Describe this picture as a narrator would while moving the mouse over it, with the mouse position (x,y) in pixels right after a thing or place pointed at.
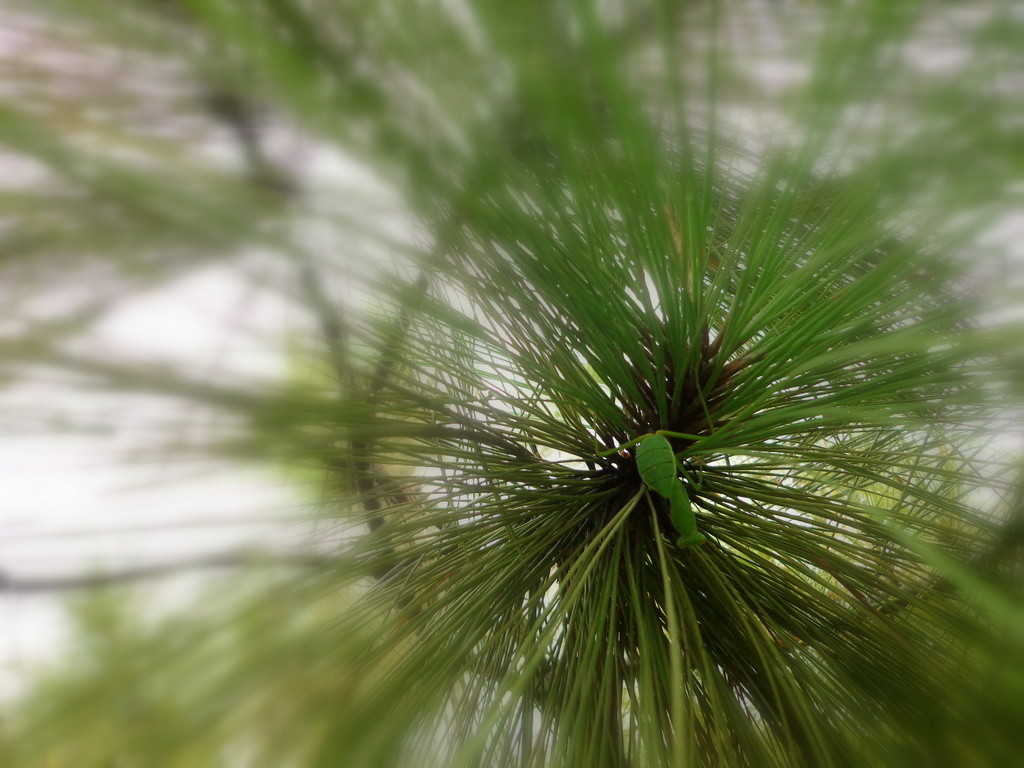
This picture contains a tree (635,536) which is green in color. In the background (405,190), it is blurred.
